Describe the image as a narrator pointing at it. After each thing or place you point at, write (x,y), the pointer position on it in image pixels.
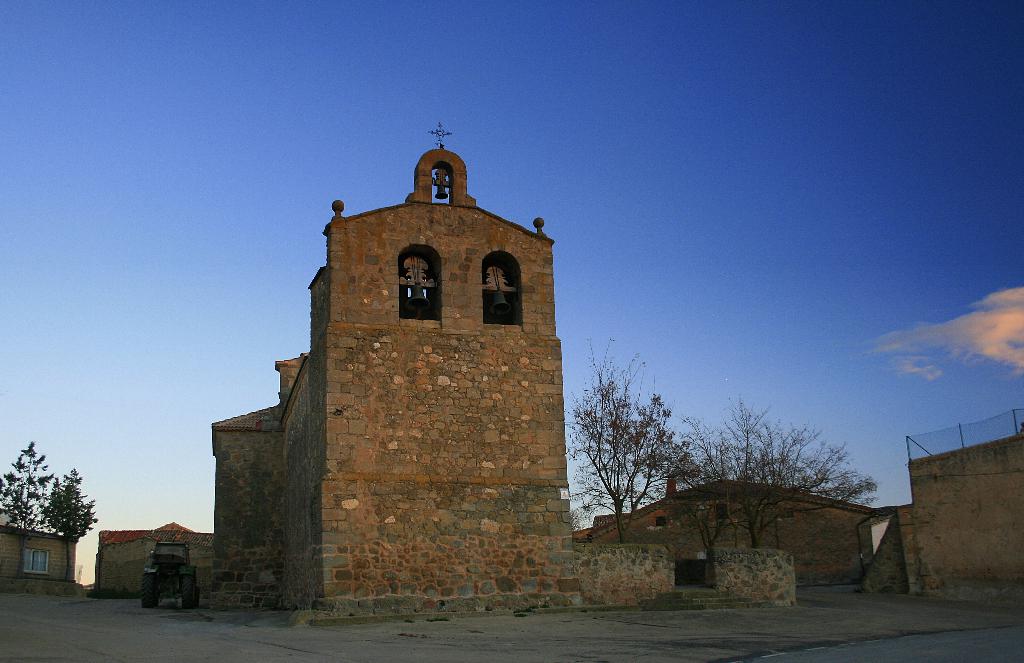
In this picture I can see there are few buildings (478,513) and it has bells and there is a window (41,566) in the building (11,582) at the left (76,548) backdrop (34,554) and there are few trees (686,479) and the sky (86,66) is clear.
